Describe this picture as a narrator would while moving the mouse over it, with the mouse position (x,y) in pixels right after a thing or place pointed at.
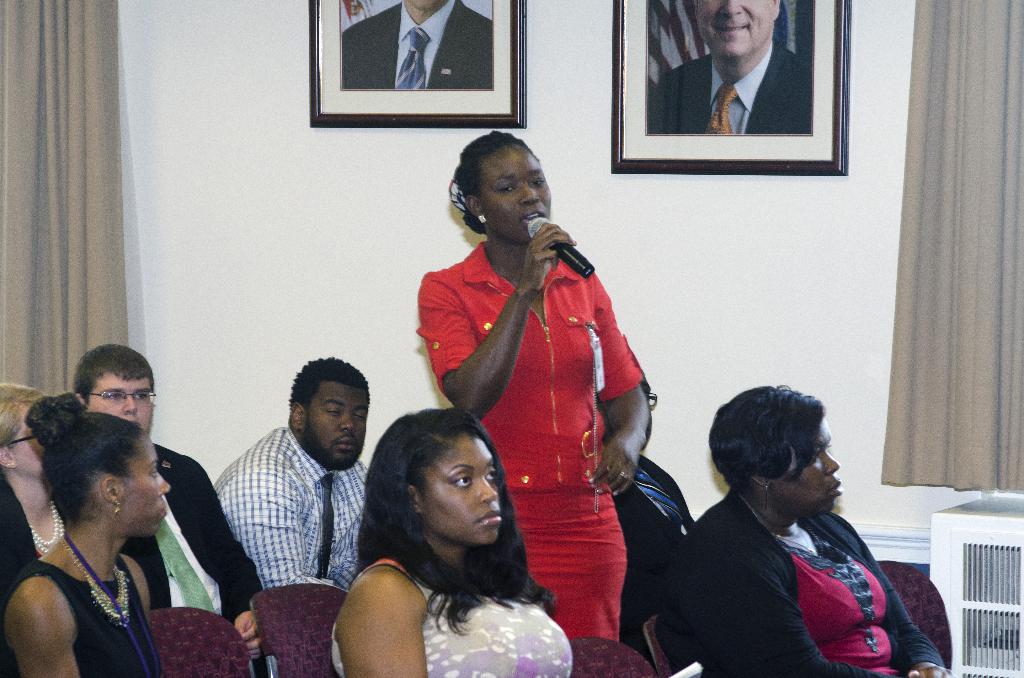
In this image we can see group of people (784,508) sitting on chairs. One person (256,505) is wearing a shirt (279,487) and black tie (327,506). A women (580,412) is wearing a red dress (583,299) and holding a microphone (575,253) in her hand (554,228) is standing. In the background (980,335) we can see curtains (967,327) and photo frames (673,99) on the wall (284,78).
